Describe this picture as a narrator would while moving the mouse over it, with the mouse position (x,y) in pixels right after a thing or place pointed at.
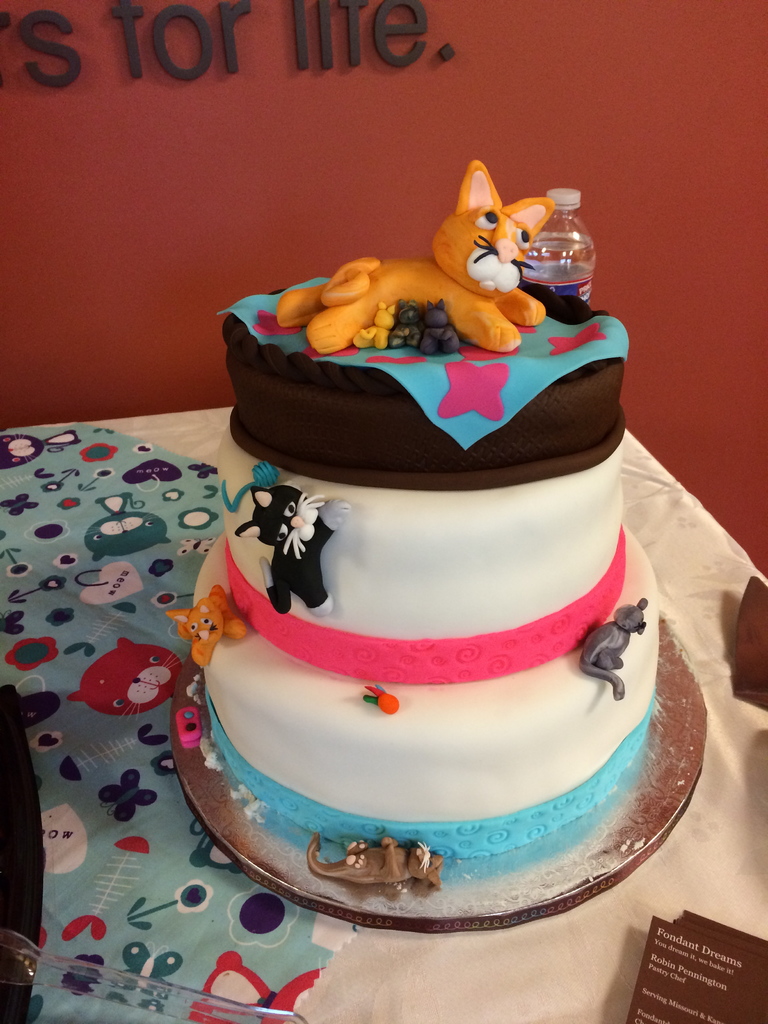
As we can see in the image there is a reddish color banner (172,172) and a white color table (454,1009). On table (164,817) there is a cake (441,440). The cake (356,576) is of different colors. In the bottom (289,811) it is in sky blue color and In the middle (345,648) it is in pink color. On the top (273,337) it is in brown color and on cake (354,378) there is a cat toy (417,277) and beside the toy (432,264) there is a bottle (572,219) and on table (604,998) there are cards (703,992).
